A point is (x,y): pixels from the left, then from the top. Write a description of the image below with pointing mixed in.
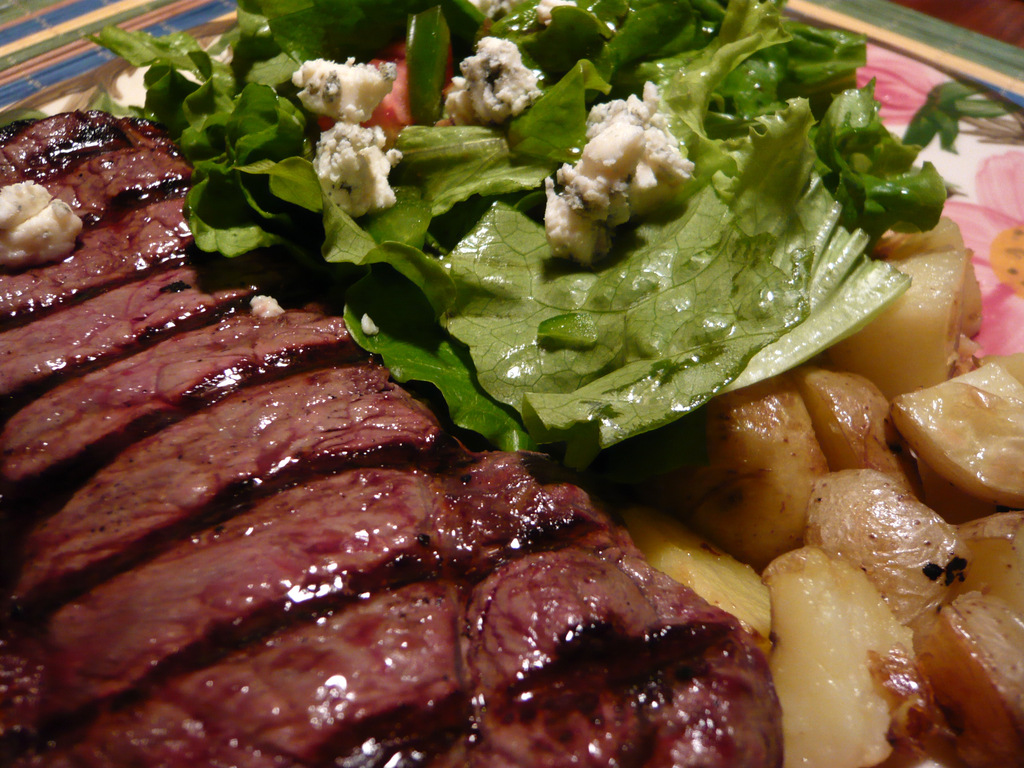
In this image we can see some food (184,429), some leaves (729,270) placed on plate (926,106) kept on the surface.
